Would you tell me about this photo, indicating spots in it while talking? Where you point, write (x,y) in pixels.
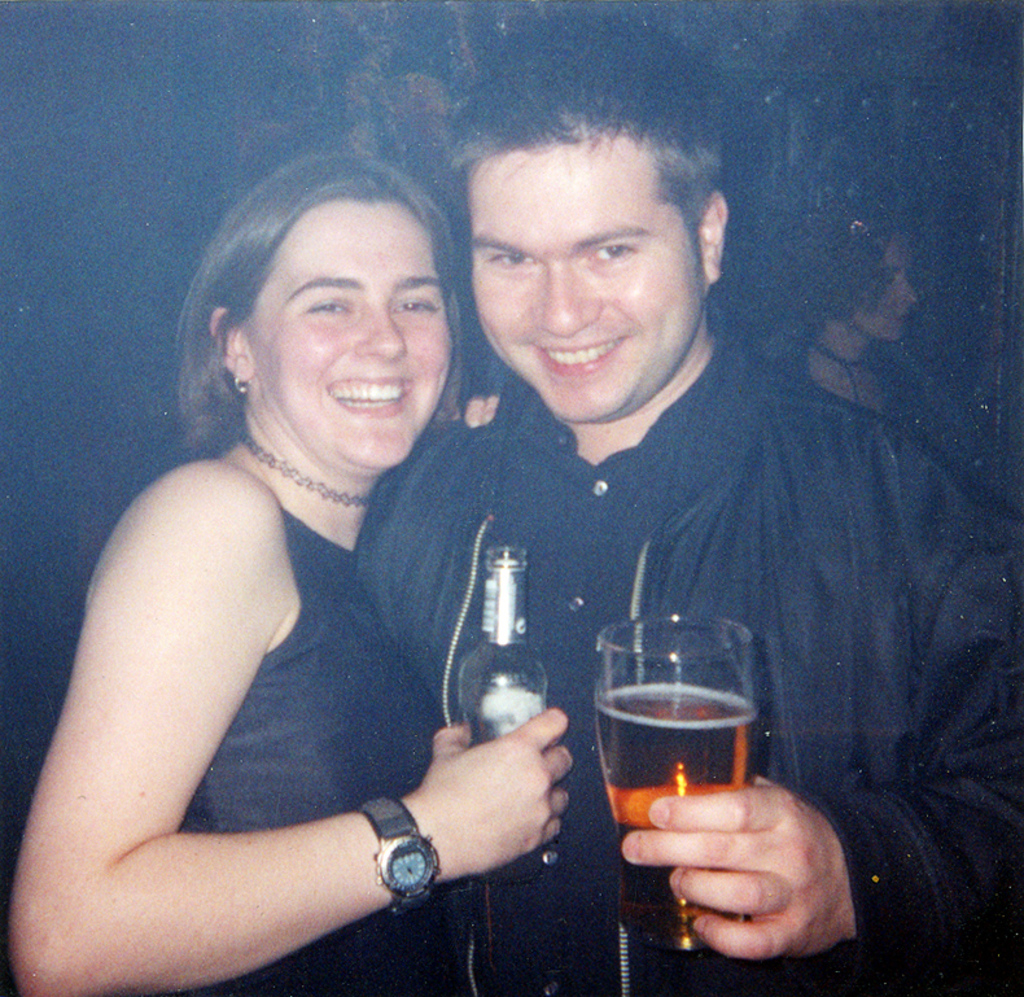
Here we see that two people (528,195) are standing and smiling, and holding a drink (646,707) in their hand (538,715).
